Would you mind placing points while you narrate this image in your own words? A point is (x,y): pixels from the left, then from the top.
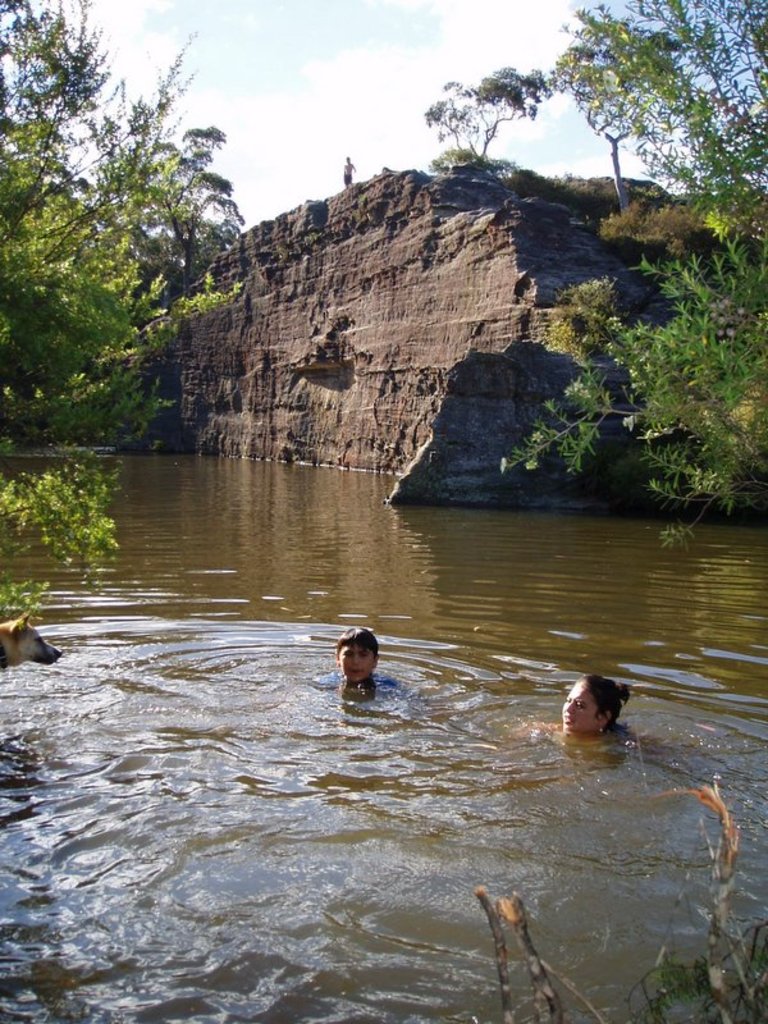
In this image, we can see two persons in the water (304,688). There is a dog (4,658) on the left side of the image (11,664). There are trees (83,209) in the top left (152,177) and in the top right of the image (746,125). There is a rock hill (342,418) in the middle of the image (474,426). At the top of the image (94,183), we can see the sky (381,23).
